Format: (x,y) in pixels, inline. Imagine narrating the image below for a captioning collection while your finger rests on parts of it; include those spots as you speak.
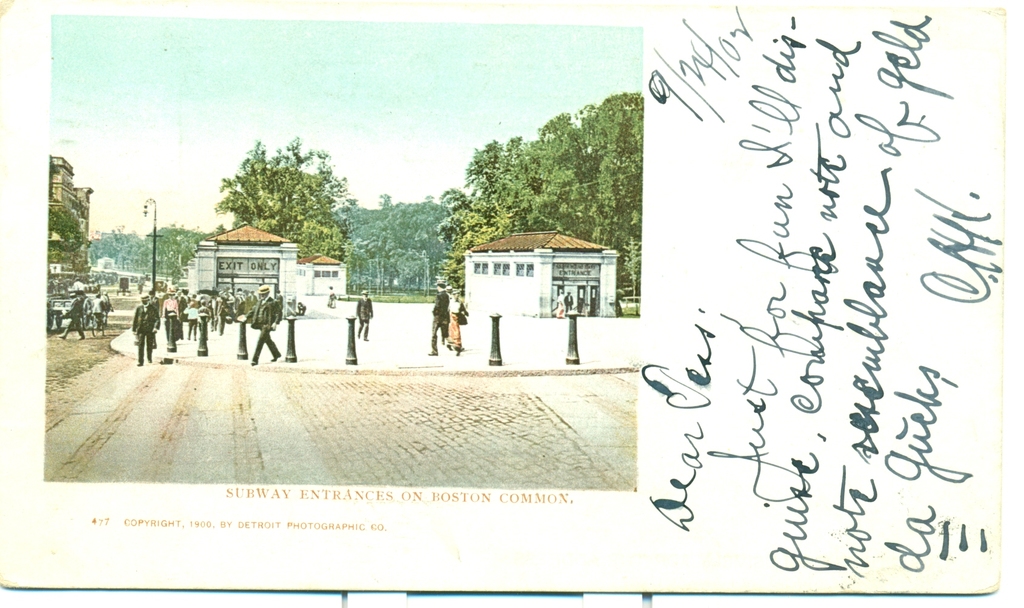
As we can see in the image there are few people (232,299) here and there, buildings (229,275), street lamp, trees (355,208) and sky (385,159).
